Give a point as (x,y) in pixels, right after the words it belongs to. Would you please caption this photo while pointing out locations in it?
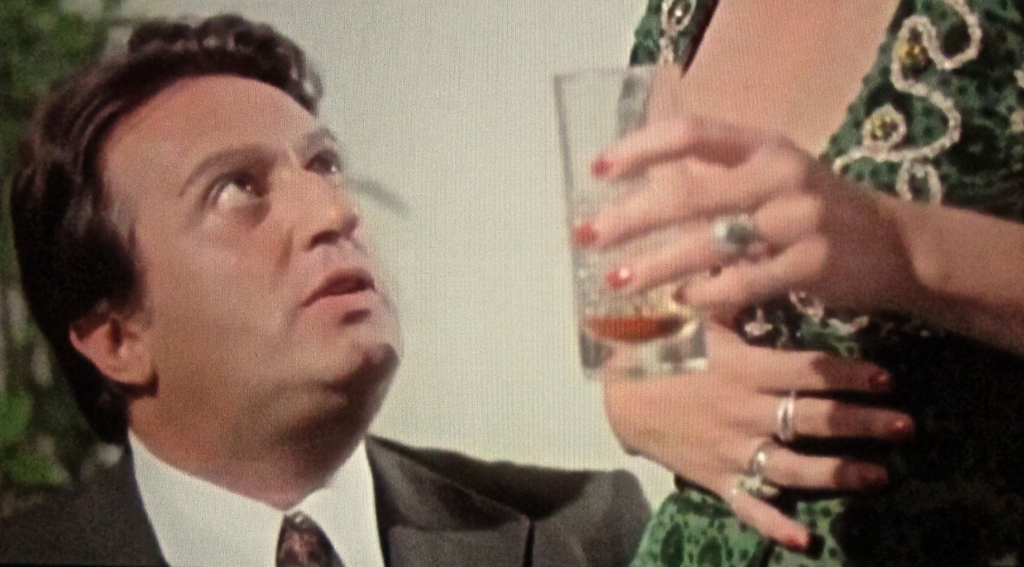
In this image we can see few people (831,410). We can see a person (723,302) holding a drink glass (592,279) at the right side of the image (757,333).
